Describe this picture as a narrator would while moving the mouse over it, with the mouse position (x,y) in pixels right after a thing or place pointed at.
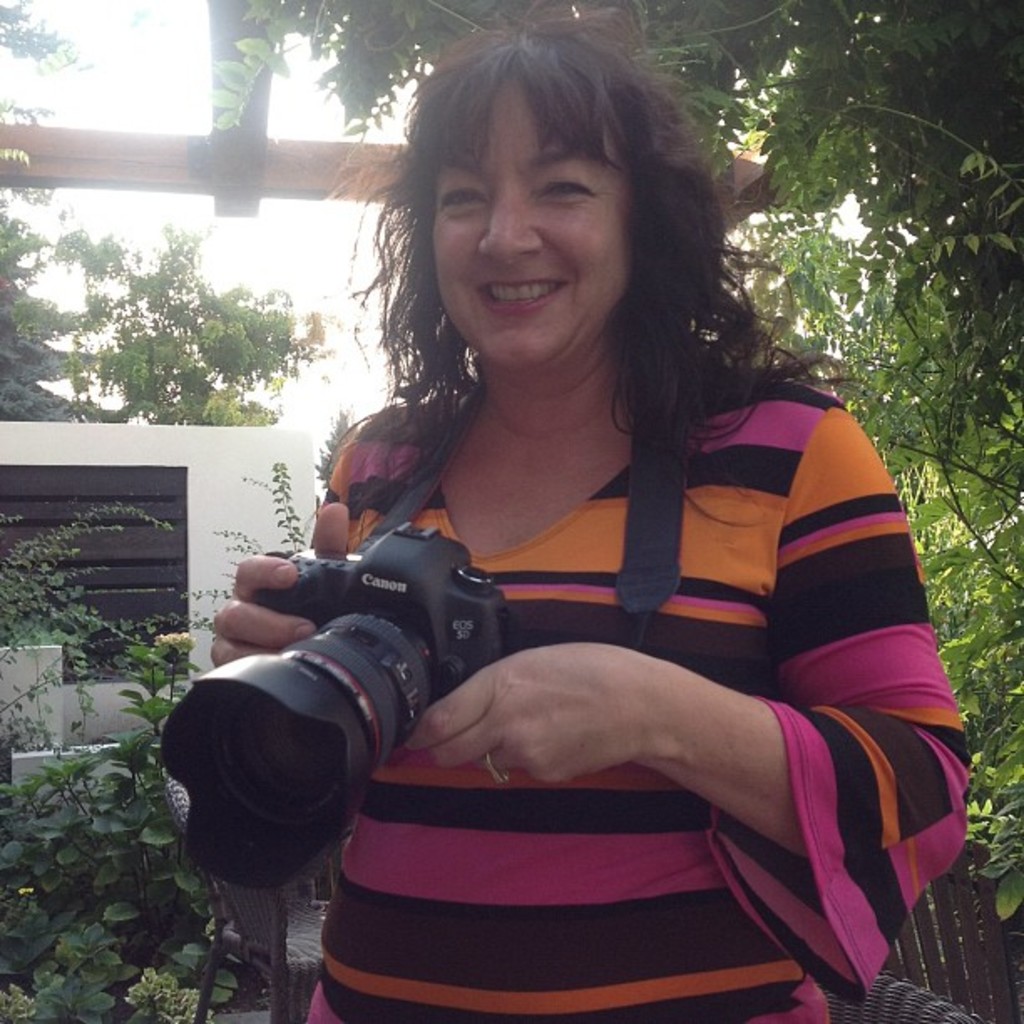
Here a woman (520,611) is holding camera (388,707) in her hands (282,614). Behind her there is a wall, plants (37,853), trees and sky (190,212).
